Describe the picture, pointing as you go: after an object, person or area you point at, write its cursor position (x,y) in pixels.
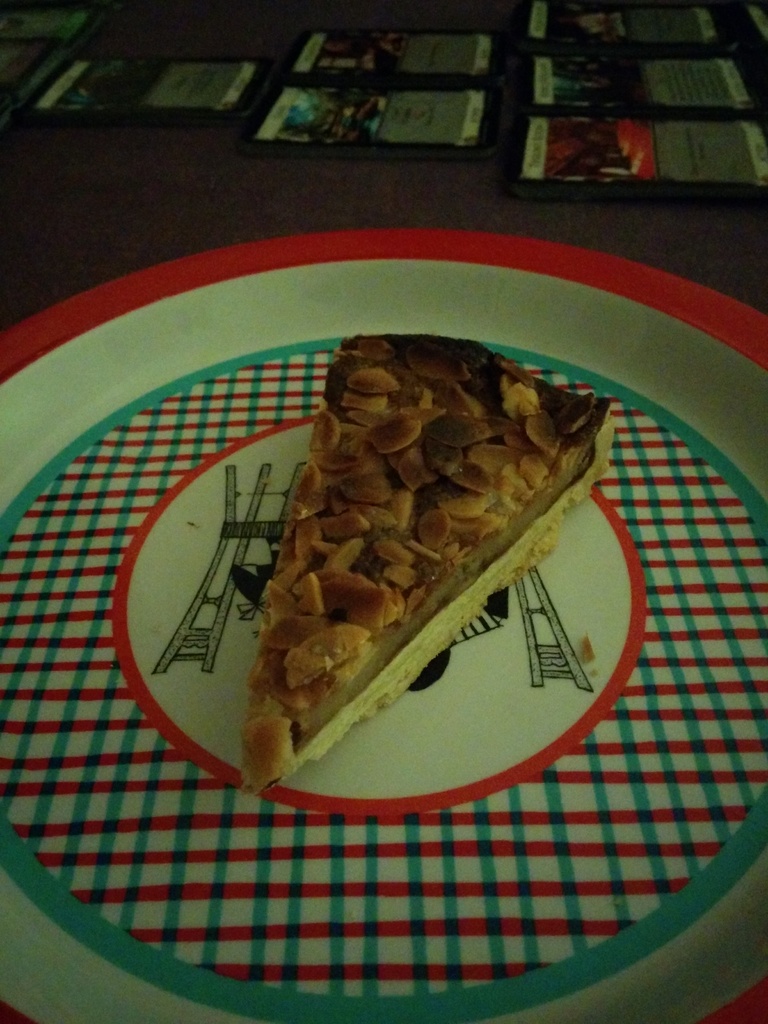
In this image we can see a tray (370,836) in which food item (432,558) is there. On the top of the image (570,126) we can see some pamphlets (124,102).
